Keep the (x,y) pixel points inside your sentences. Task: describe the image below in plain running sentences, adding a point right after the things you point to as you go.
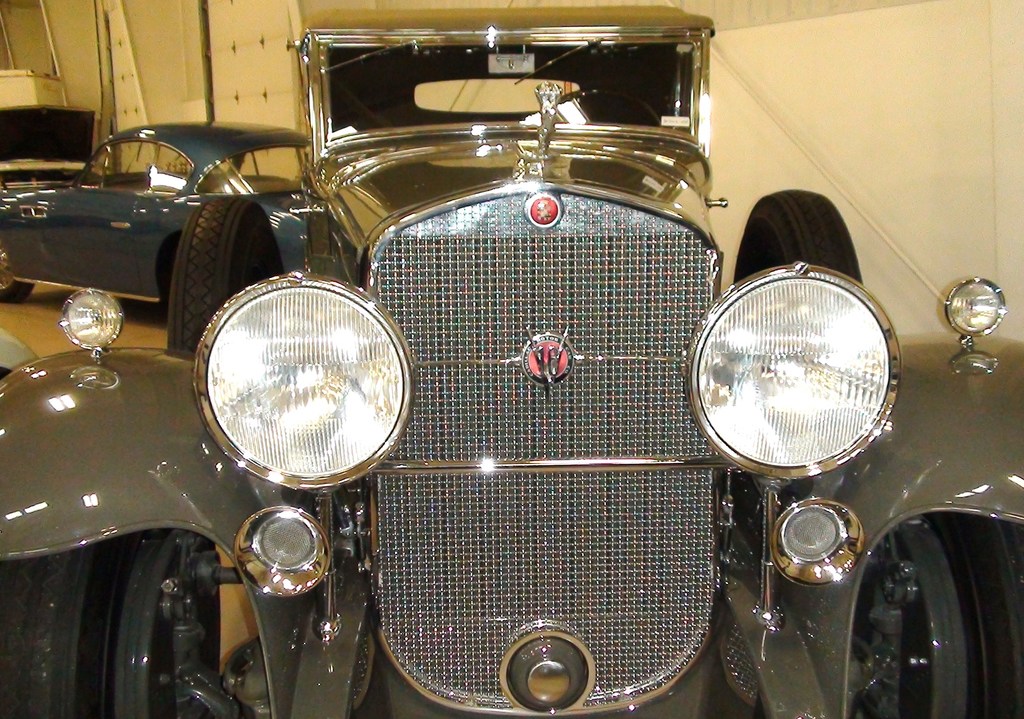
In this image I can see two vehicles (174,346) on the floor (17,327). In the background (806,143) there is a wall (764,97).
